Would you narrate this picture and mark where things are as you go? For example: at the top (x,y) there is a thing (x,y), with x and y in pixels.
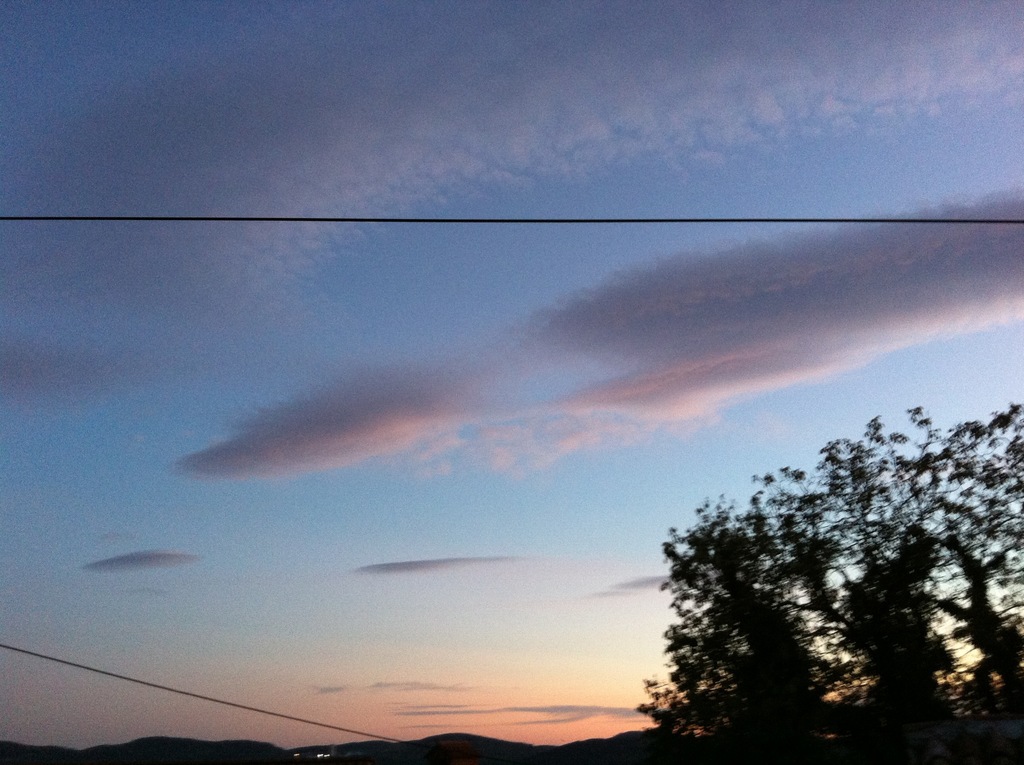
In the picture we can see a morning view of the tree (900,581) and beside it we can see some hills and behind it we can see a sky (114,671) with some clouds (227,172) and some sun rays (399,724) to it.
